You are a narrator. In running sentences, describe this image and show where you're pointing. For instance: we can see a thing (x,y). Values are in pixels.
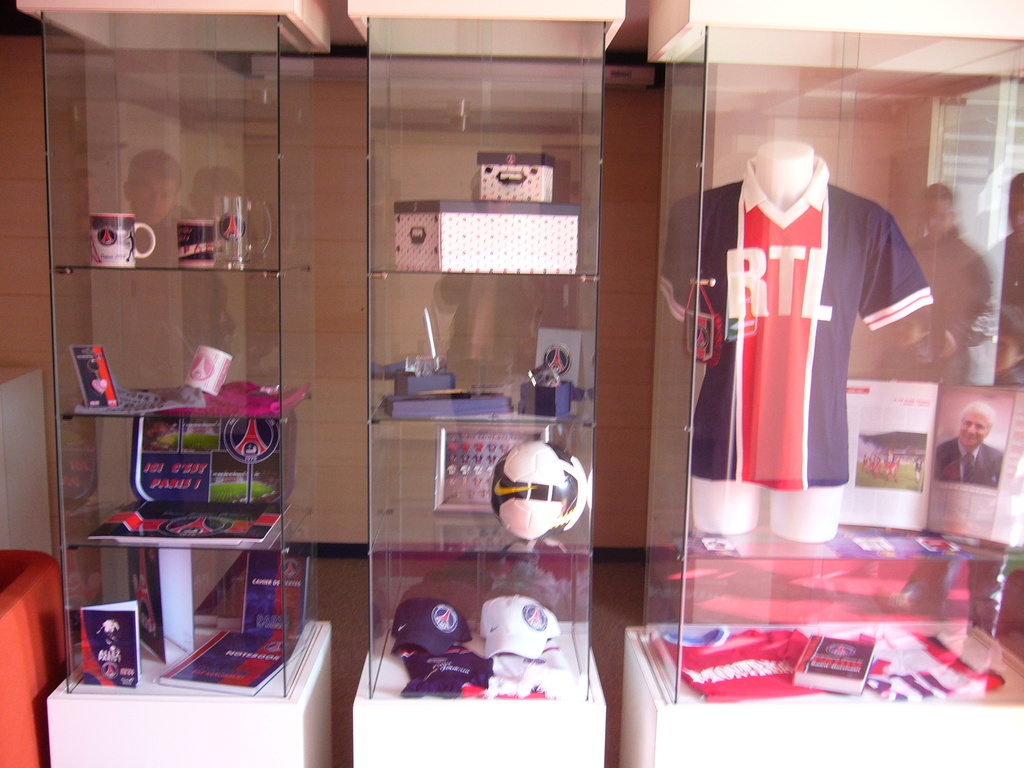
In this image we can see a shirt (758,350) on a mannequin (785,534), group of caps (504,605), cups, boxes (519,254), ball (545,503), frames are placed on the racks (431,738). In the background (1022,332), we can see a group of people (1010,341).
